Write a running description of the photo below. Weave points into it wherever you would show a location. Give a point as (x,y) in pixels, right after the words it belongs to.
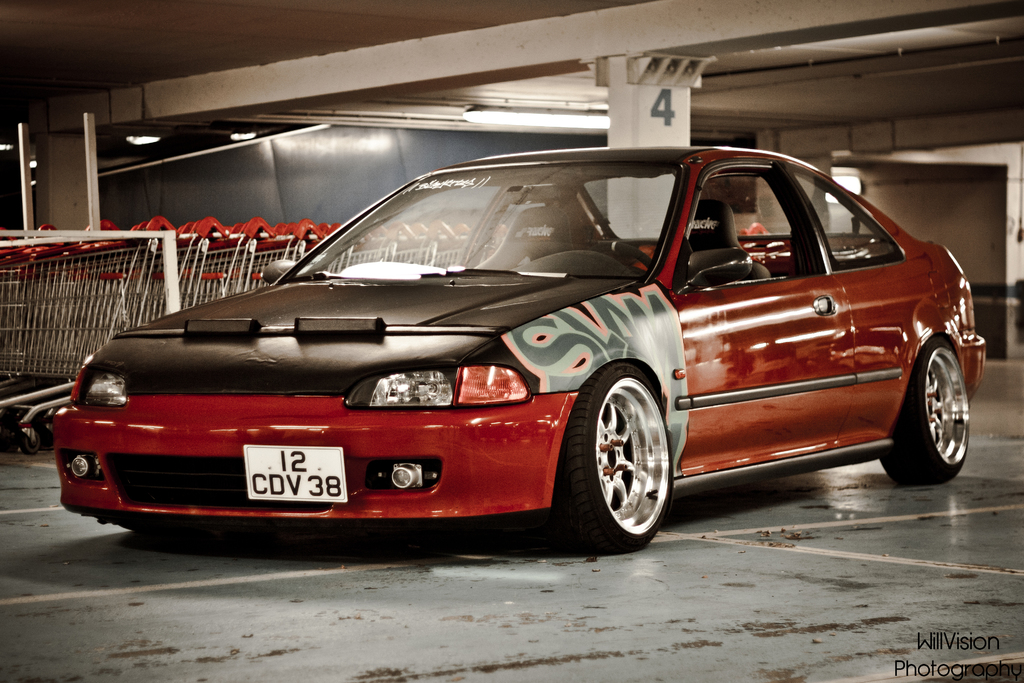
In this image there is a car (713,343) on the ground (770,549), there are objects (91,298) truncated towards the left of the image (30,325), there are pillars (78,140), there is a number (652,110) on the pillar (655,111), there are lights (142,141), there is a roof (321,43) truncated towards the top of the image (126,15), there is a wall (961,188) truncated towards the right of the image (980,251), there is text (918,654) towards the bottom of the image (967,660).
